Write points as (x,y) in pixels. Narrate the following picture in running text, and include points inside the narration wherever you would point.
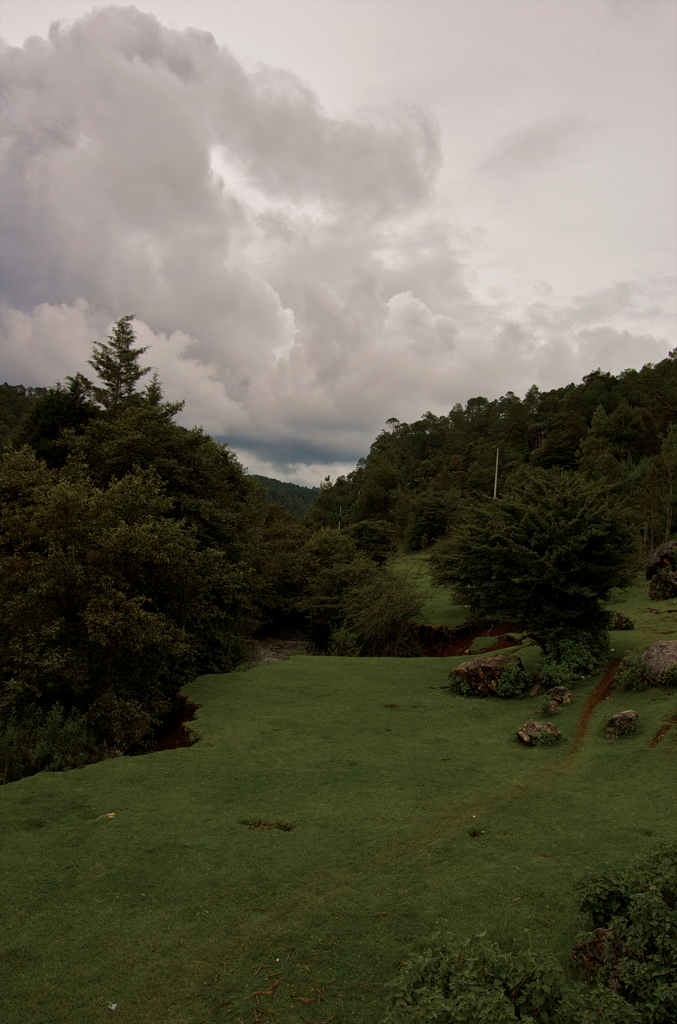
In this image I can see mountains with trees (147,509) and grass (368,834). At the top of the image (234,192) I can see the sky (194,208).
